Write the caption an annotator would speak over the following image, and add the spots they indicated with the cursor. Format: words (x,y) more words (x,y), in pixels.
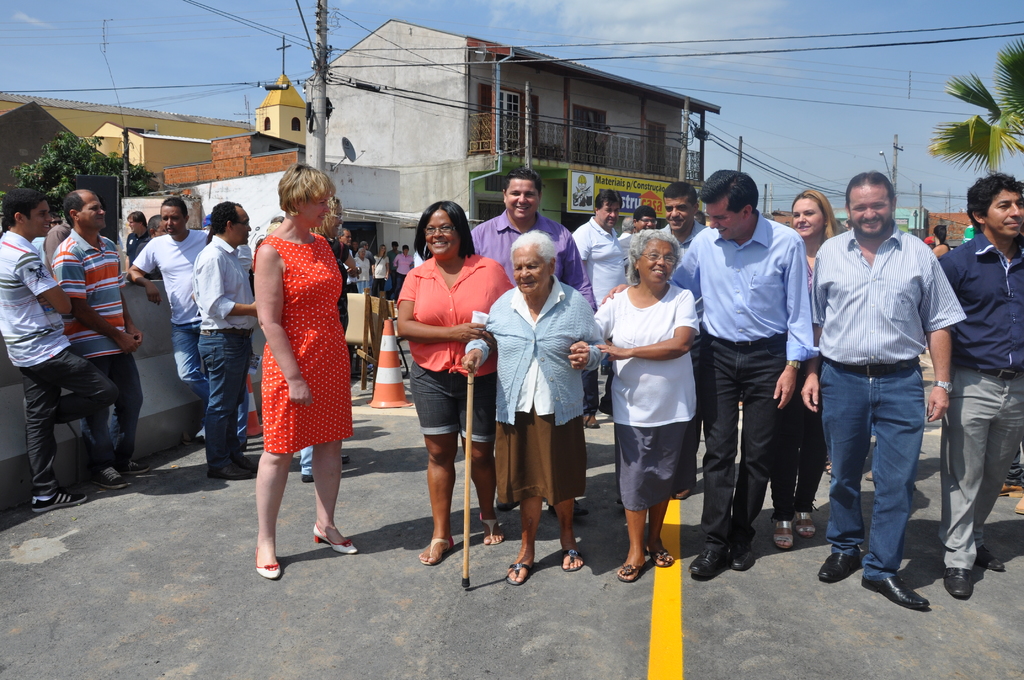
In this image there are group of persons (505,310) standing, there is a woman (531,397) holding a walking stick (471,467), there is road (157,553) towards the bottom of the image (371,594), there are objects (384,357) on the road (381,444), there are poles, there are wires (307,83), there is a tree (992,132) towards the right of the image (1010,100), there is tree (87,161) towards the left of the image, there is a board (651,195), there is text (641,197) on the board (621,191), there is the sky (135,38) towards the top of the image (625,47), there are clouds (559,38) in the sky (211,42).
